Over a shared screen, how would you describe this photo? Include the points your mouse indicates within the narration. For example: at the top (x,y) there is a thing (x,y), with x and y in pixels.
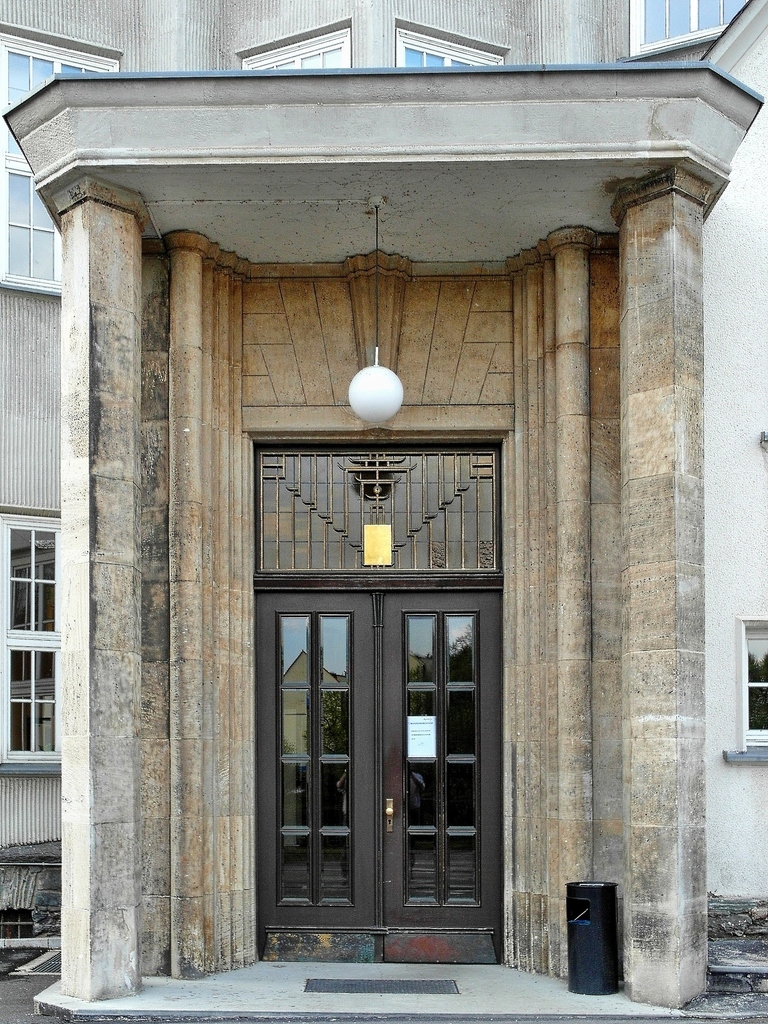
In this image we can see the entrance (298,230) of a building (503,657) with a door (356,676). We can also see the windows (52,632), light (381,399) hangs from the ceiling (388,218). There is also a black color object (585,920) on the surface (456,978).
